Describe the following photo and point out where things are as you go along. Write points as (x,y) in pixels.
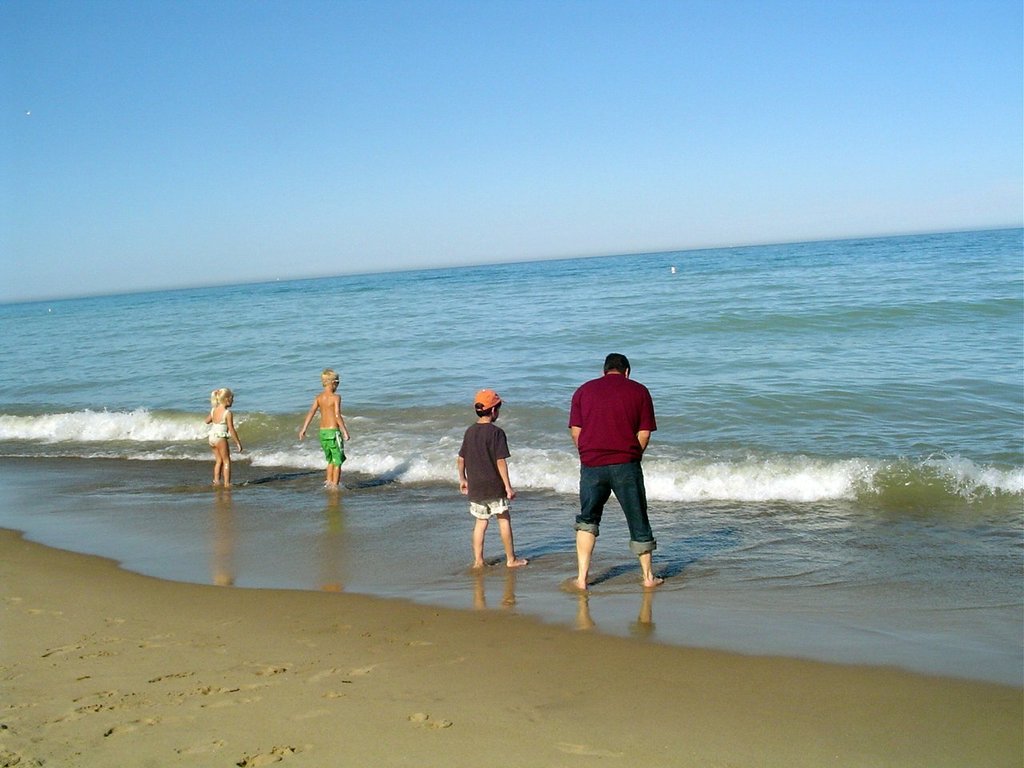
In this image we can see few persons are standing on the sand (232,716) at the water (467,358). In the background (478,171) we can see the sky (485,134).
